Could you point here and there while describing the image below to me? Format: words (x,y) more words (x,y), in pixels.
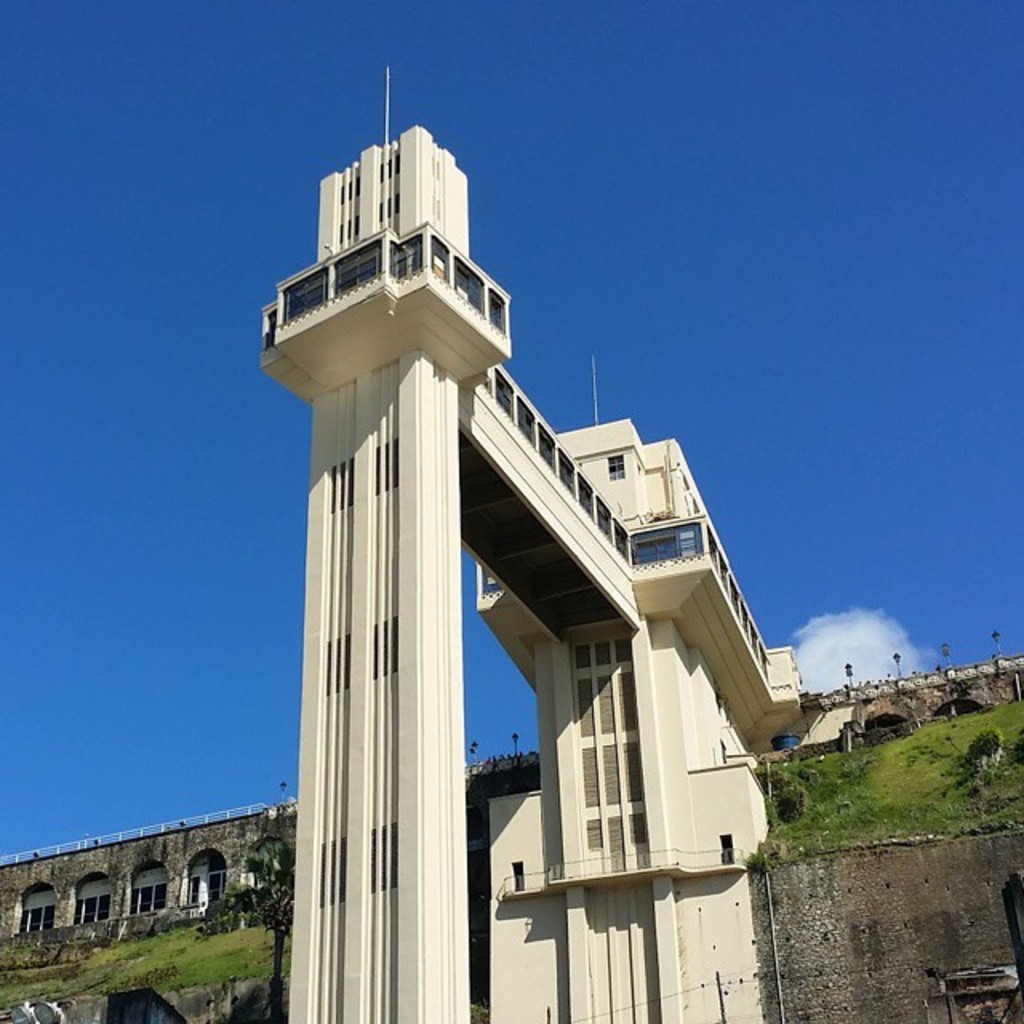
In this image we can see sky (817,376) with clouds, ground (880,775), grill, windows (106,906), pillars (453,851), pipelines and trees (225,920).
